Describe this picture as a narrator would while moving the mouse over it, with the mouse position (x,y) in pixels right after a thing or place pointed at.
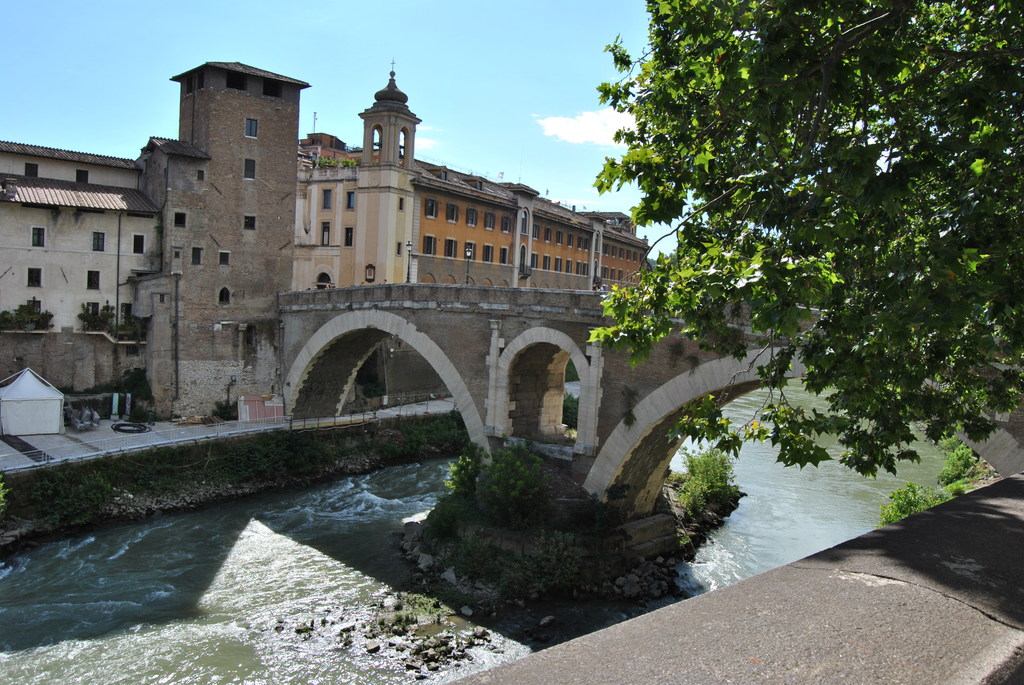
In this image I can see the water (281,637), the bridge (481,365), few trees (852,248) which are green in color, few buildings (116,303), a white colored tent (55,407) and few windows (92,313) of the buildings (330,255). In the background (553,197) I can see the sky (521,48).
